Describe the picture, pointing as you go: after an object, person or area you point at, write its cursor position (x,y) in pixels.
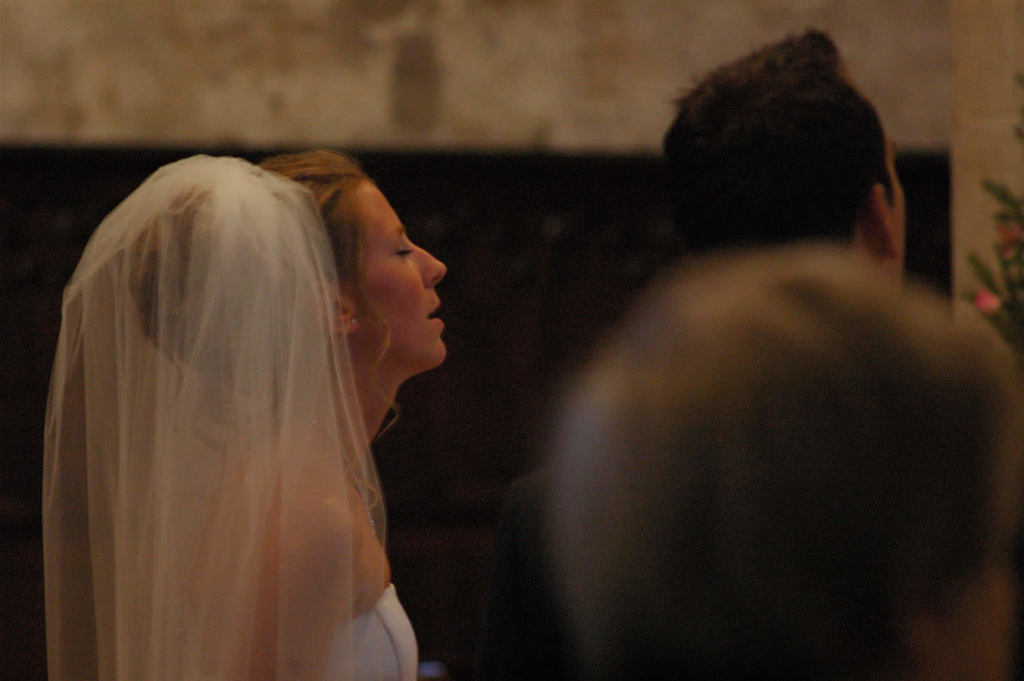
Here I can see a woman (351,411) and two persons (788,340) are facing towards the right side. The woman (243,399) is wearing a white color dress (342,644). In the background (390,69), I can see the wall (242,70).
